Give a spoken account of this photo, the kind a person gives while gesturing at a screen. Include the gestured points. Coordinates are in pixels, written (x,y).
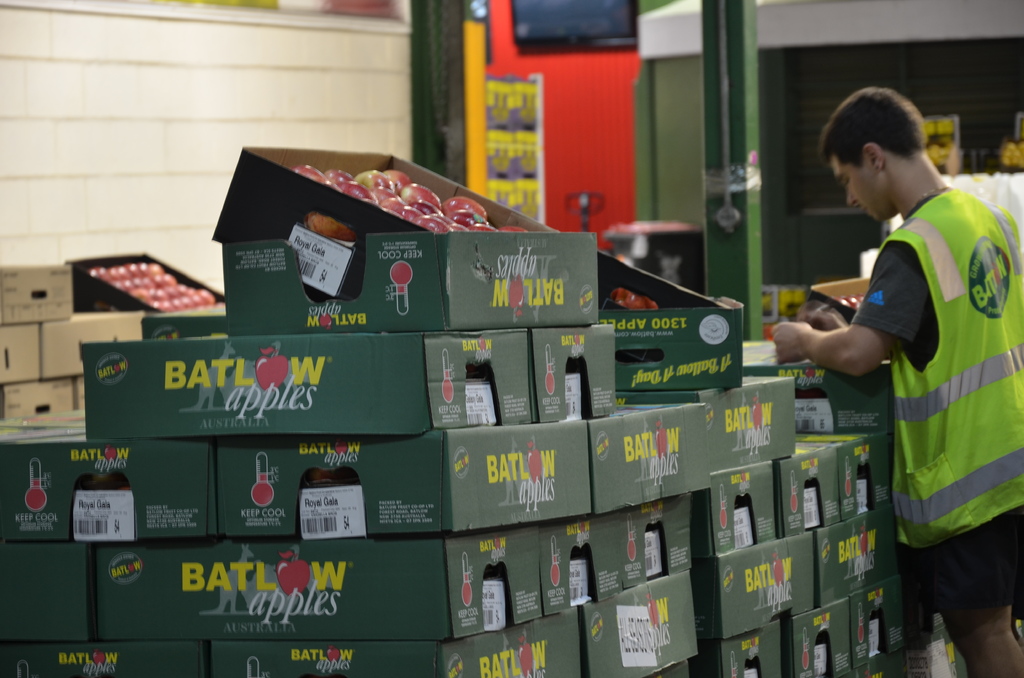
In this image we can see some cardboard boxes (363,501) which are in green color and we can see some text (281,370) on it with apple picture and inside of a box (289,294) we can see some apples (478,226). We can see a person (927,196) standing in front of those boxes (876,419) and in the background (207,105), we can see the wall (162,135).
